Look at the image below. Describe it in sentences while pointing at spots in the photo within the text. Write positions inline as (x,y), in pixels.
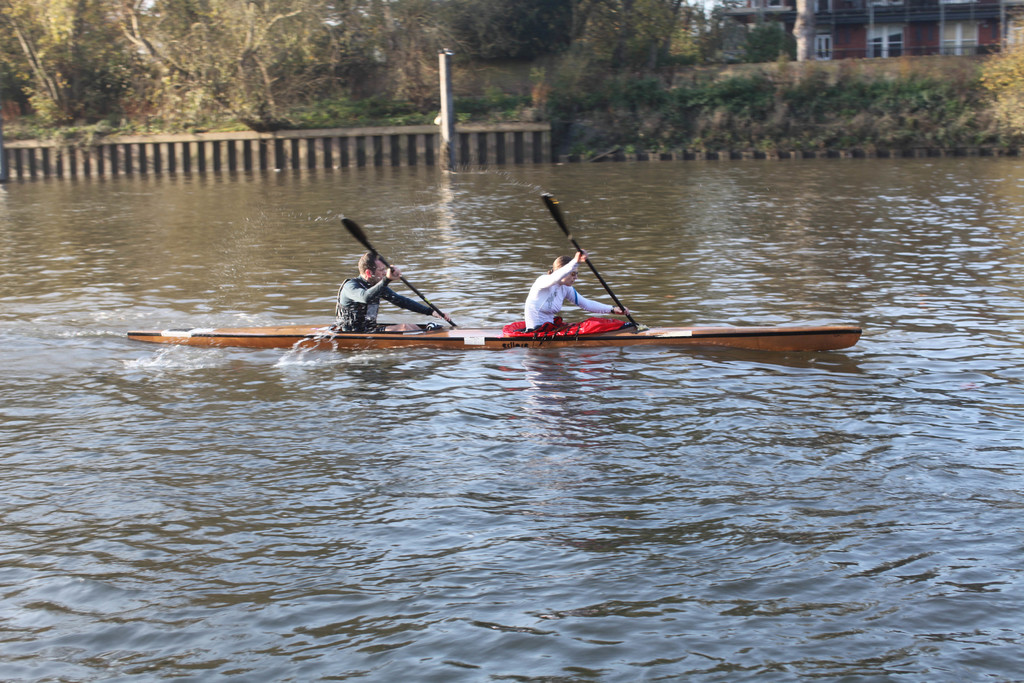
In this image, in the middle (480,333) there is a boat (588,339) on that there are two people (544,289), they are holding sticks (424,299), sitting. At the bottom (646,557) there are waves (622,519), water (668,501). In the background (130,97) there are trees (321,99), plants (718,100), grass (864,127), houses (934,29).
